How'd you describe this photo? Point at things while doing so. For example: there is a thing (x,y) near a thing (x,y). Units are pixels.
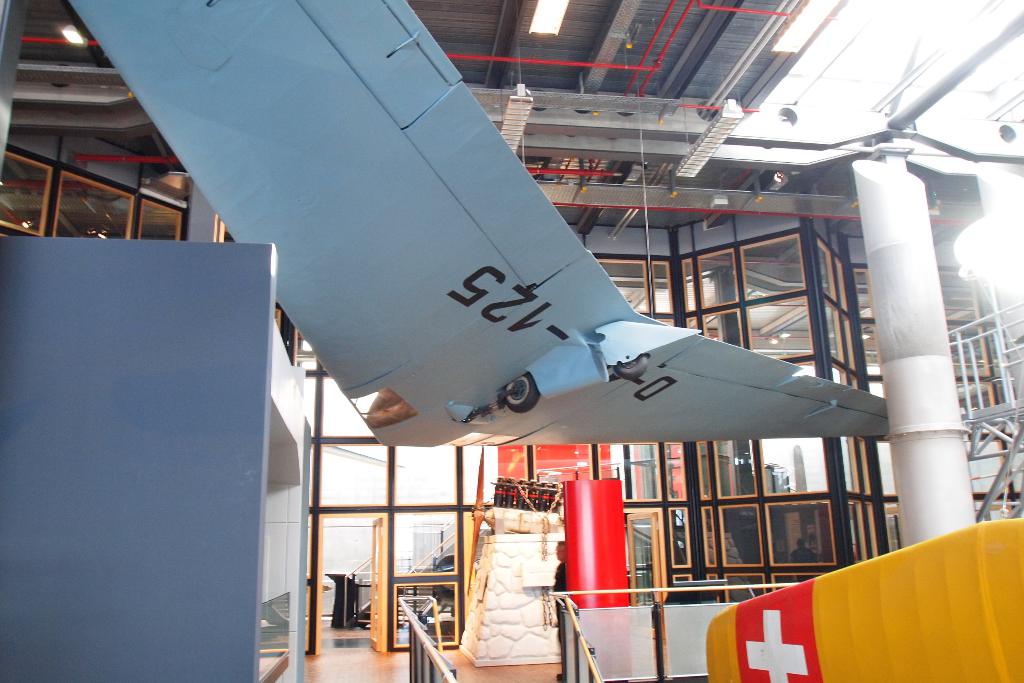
There are some glass doors (685,465) as we can see in the middle of this image (514,449). There is one object (320,207) on the top of this image (228,133).
